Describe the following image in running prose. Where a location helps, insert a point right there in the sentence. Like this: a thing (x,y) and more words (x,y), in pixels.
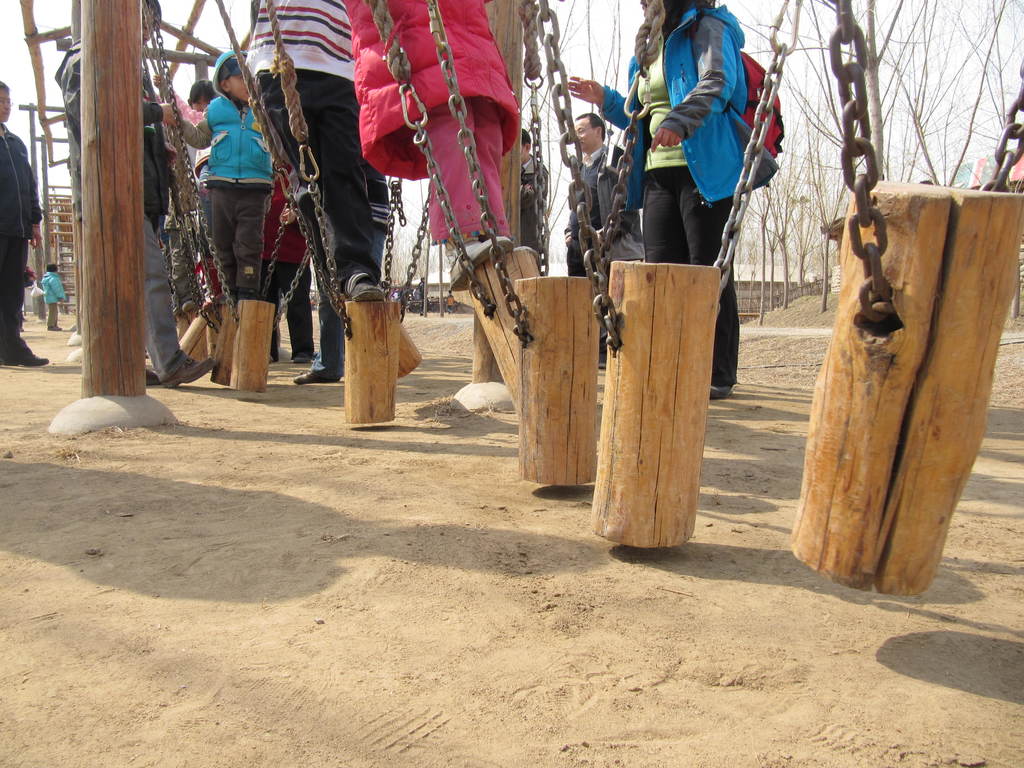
In this image in the front (199,343) there are wooden logs (672,397) which are tied to a chain (606,330) and on the wooden logs (496,286) there are persons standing and in the background (290,303) there are persons (583,169) standing and walking on the ground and there are dry trees (787,242) on the right side (741,284) and there is a building (749,273).
